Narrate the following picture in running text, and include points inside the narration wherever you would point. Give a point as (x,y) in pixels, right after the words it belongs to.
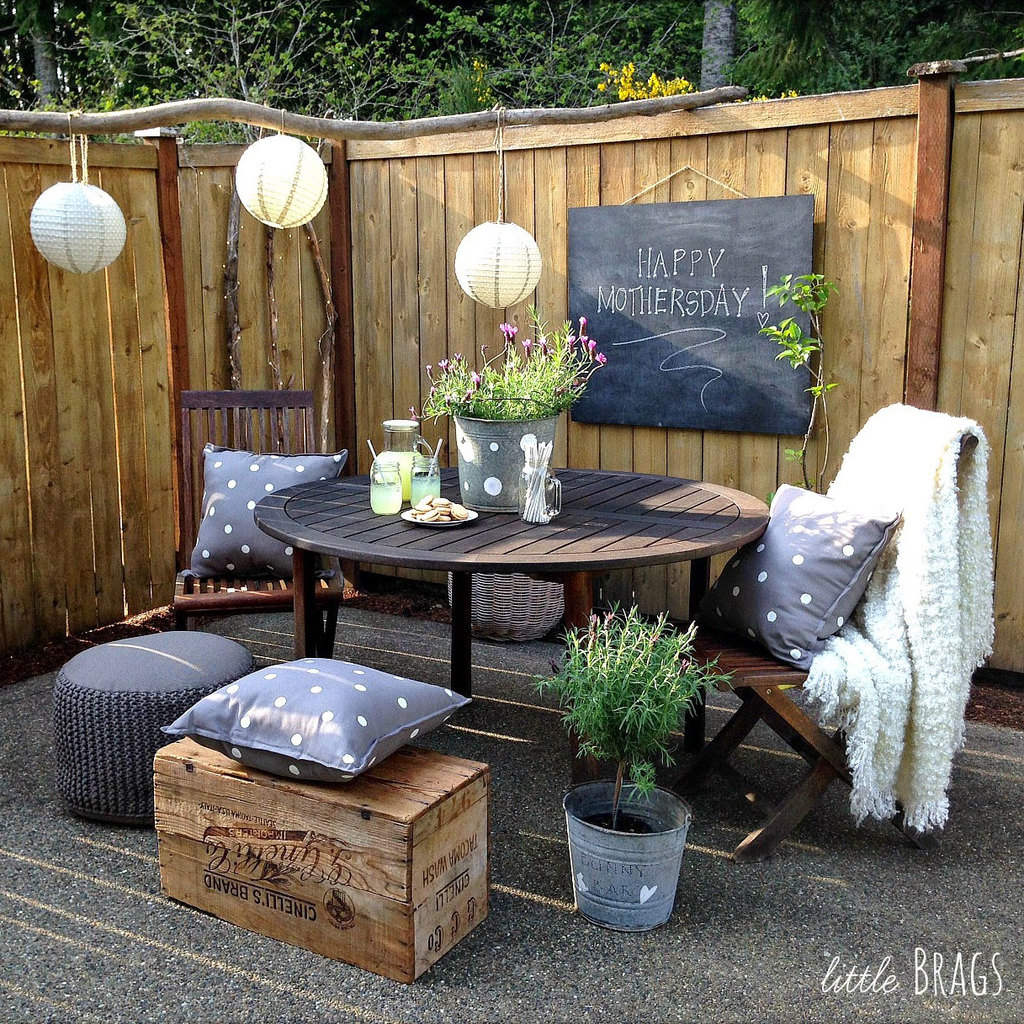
in this picture we can see a patio (525,789) which is decorated with table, cushions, lights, here we can also see a plant (610,740), trees (568,59).
